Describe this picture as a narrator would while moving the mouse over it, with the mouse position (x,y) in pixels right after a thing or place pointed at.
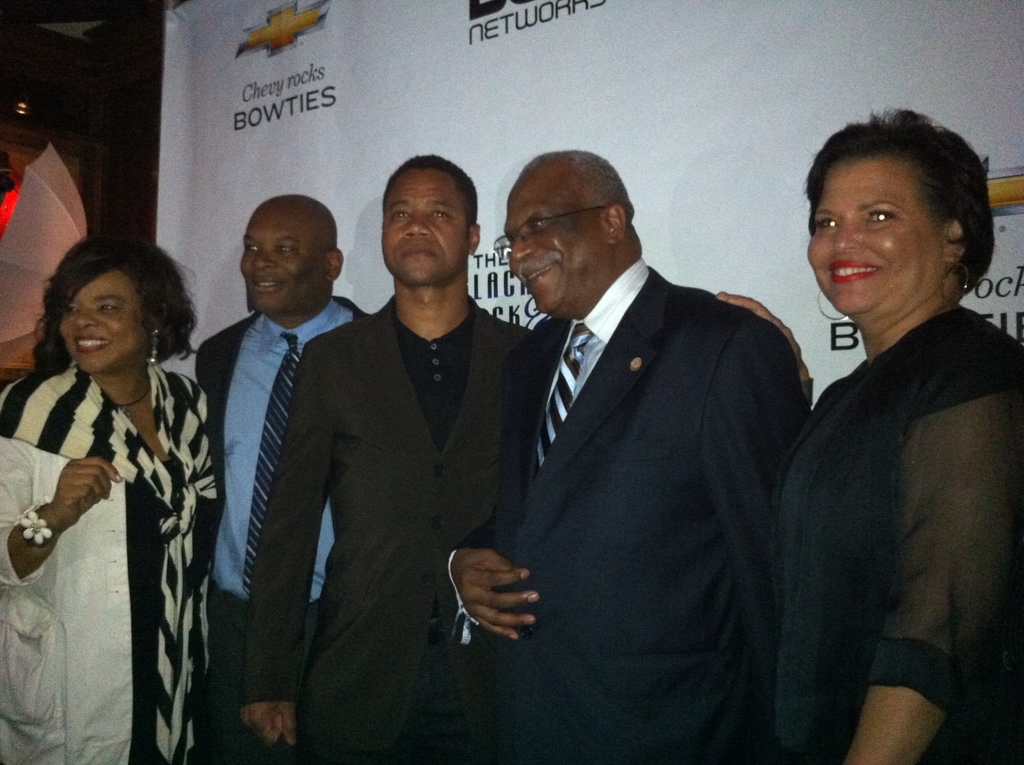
In the foreground of this picture (349,429) we can see the group of people (447,350) smiling and standing. In the background (251,75) we can see the text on the banner (352,113) and we can see some other objects (40,178).
